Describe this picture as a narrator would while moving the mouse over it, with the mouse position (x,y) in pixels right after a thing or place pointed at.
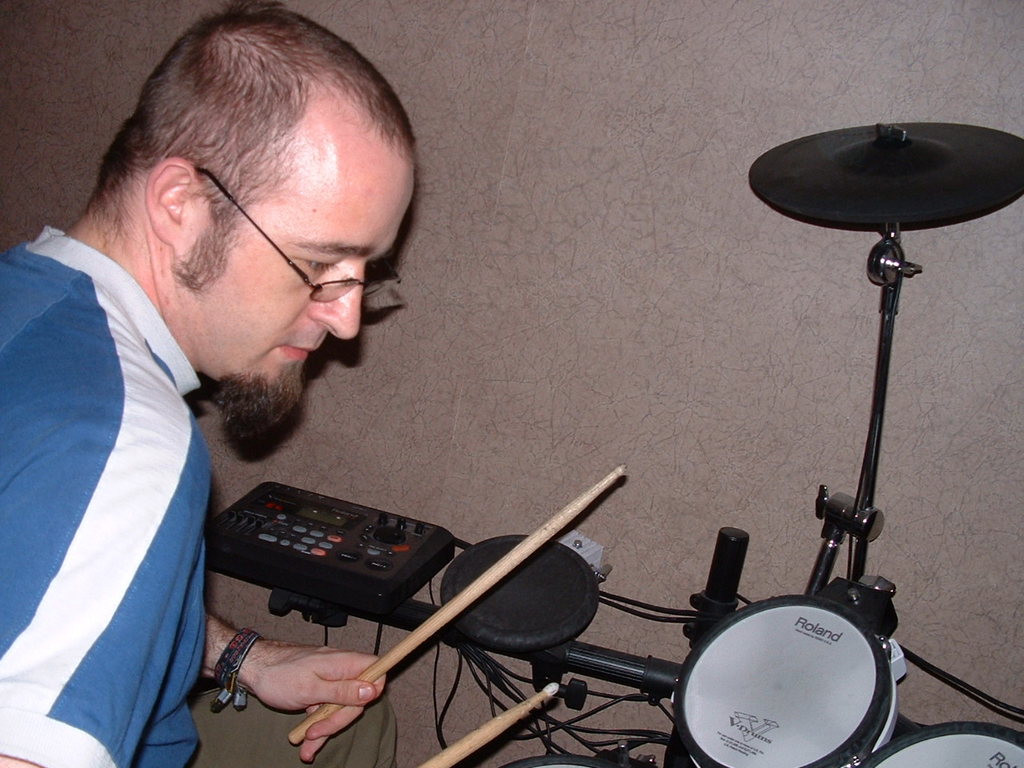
In this image, we can see a person (377,752) wearing spectacles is holding some object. We can also see an electronic drum (792,752). We can see the wall (825,418).
